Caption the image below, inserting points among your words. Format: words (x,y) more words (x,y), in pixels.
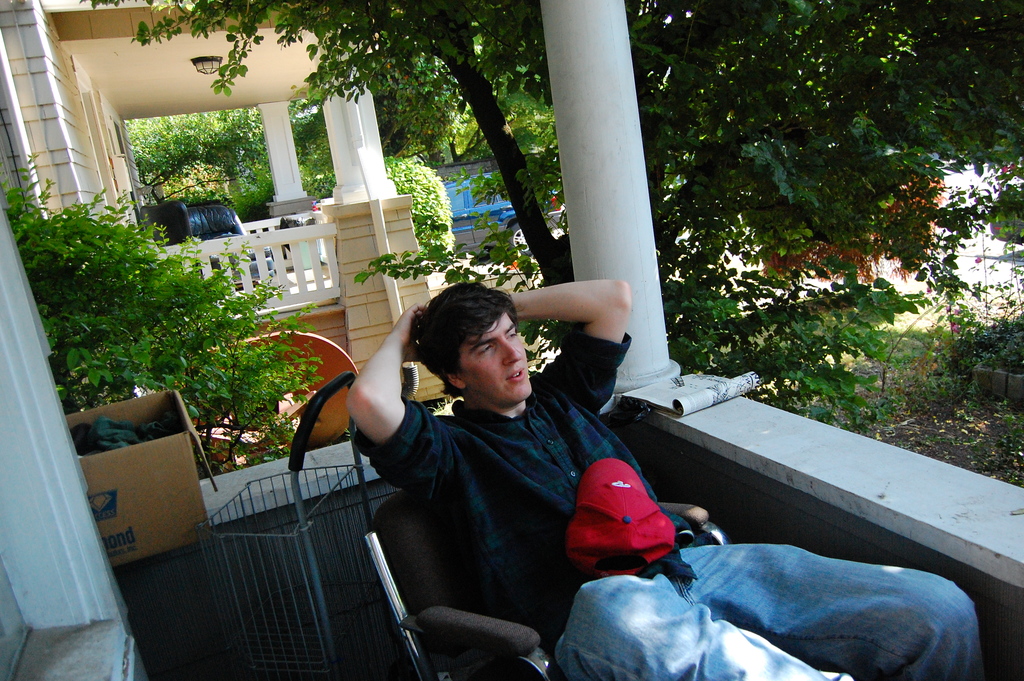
In this image there is a man (813,613) sitting on chair (516,653) under a building (59,569) behind him there are so many trees (432,225) and another building (335,302).
